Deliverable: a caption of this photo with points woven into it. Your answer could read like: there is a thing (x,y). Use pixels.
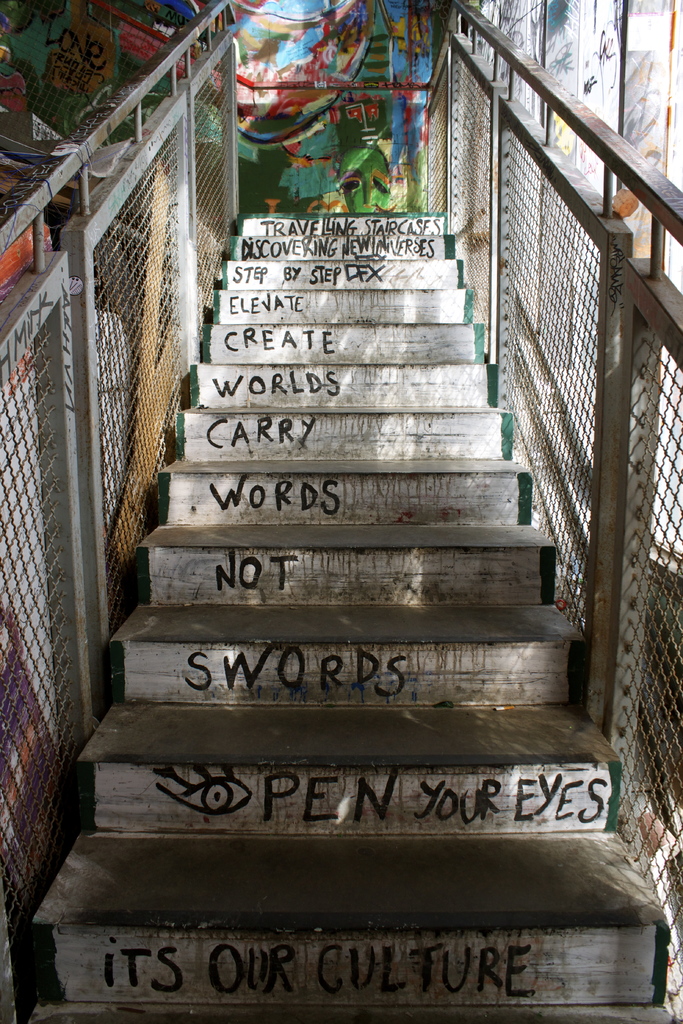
In this image we can see a staircase (409,310) with some text (357,265) on it and metal railings (214,192) on both sides. In the background (353,170), we can see a wall (353,161) with a painting (367,160) on it.
